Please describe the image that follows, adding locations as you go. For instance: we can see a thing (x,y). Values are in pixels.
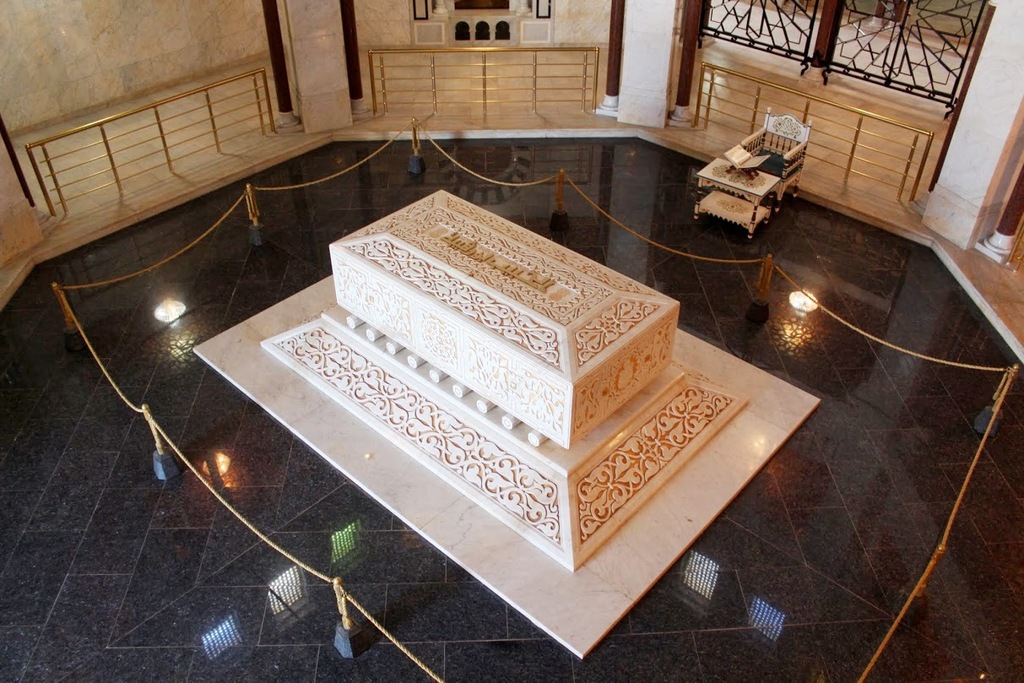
In the image we can see there is a grave (587,365) on the ground (730,549) and there is a book (739,151) kept on the table (751,186) and there is a chair (791,140). There is a chain fencing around the grave (558,335), there are iron railings (873,149) and iron poles (58,200).
